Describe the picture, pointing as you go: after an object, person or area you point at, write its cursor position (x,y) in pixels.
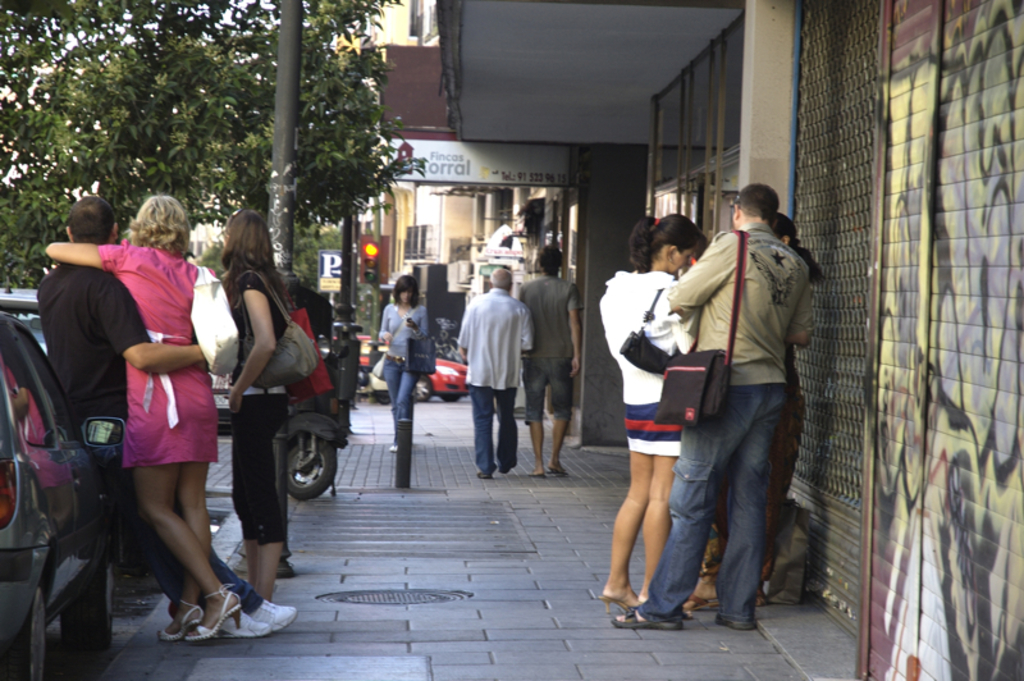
In this image, there are groups of people (645,379) standing and few people (468,371) walking on the pathway (477,498). On the left side of the image (117,519), there are vehicles (42,449) and trees (88,156). In the background (381,273), I can see the buildings (448,200) and a traffic light (372,280). On the right side of the image (854,178), I can see a rolling shutter (848,376), which is attached to a building wall (776,105).
